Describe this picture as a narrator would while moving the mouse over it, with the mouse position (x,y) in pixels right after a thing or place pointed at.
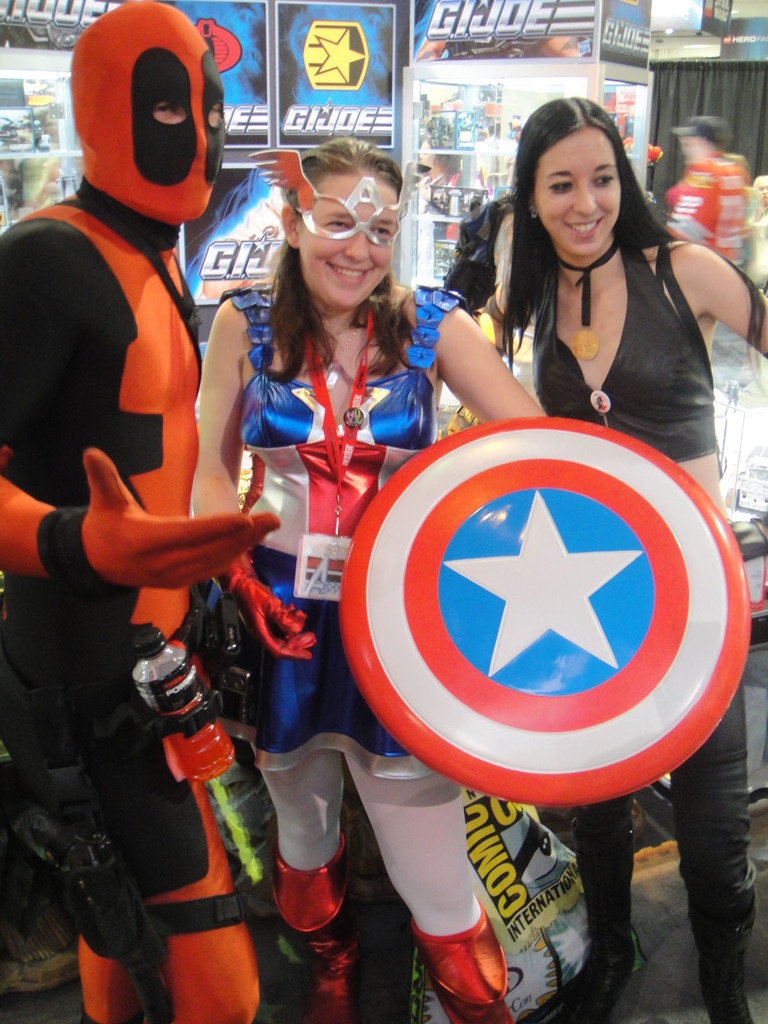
There are three people (297,386) standing and smiling. Among them two of them wore fancy dresses (125,482). This woman (343,503) is holding a marvel captain america shield (464,662) in her hand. I think these are the toys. In the background (700,191), I can see a person (699,156) standing. This is the cloth (682,84) hanging to the hanger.
